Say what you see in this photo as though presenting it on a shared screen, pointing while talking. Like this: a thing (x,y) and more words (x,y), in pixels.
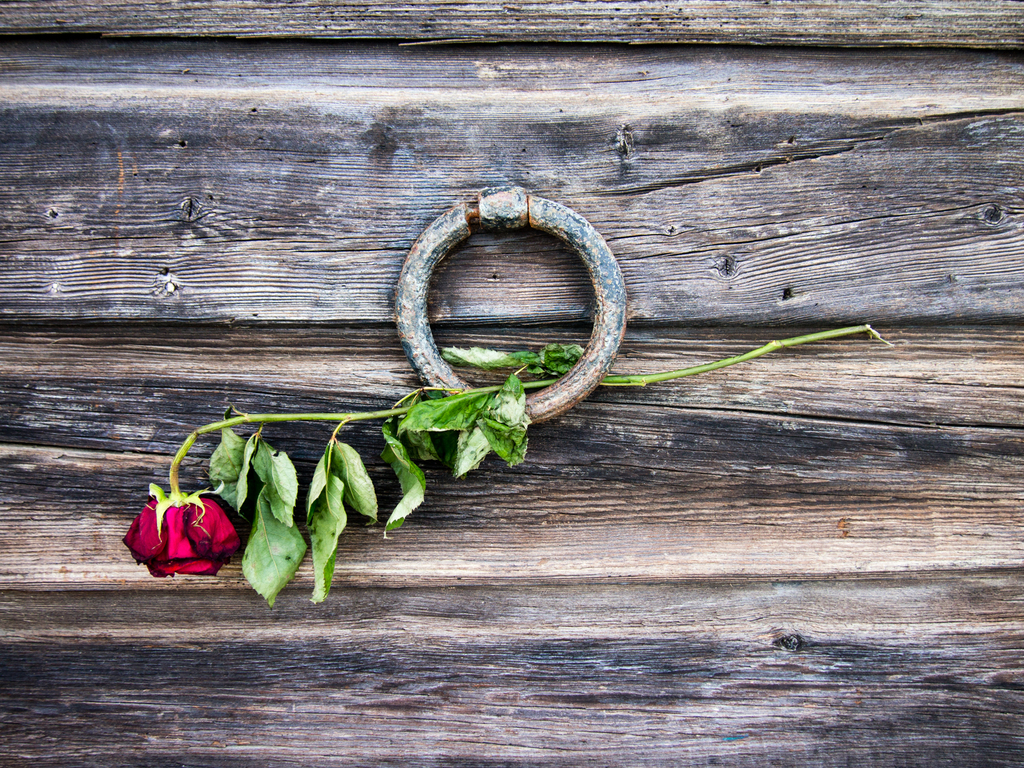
In this picture I can see a rose flower (386,450) into the iron ring (419,289), which is on the wooden object (75,385).
